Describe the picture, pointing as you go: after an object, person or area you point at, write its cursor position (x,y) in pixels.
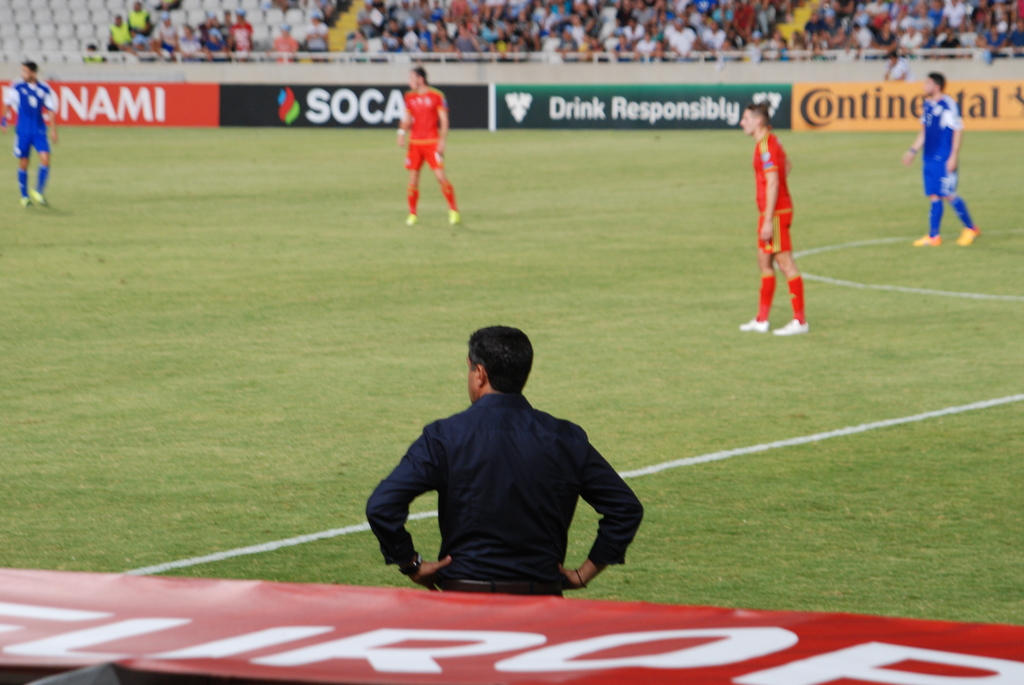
In this image I can see grass ground (288,324) in the centre (359,418) and on it I can see few people (49,91) are standing. I can also see few boards (545,119) in the front (32,590) and in the background (860,128). On these boards (771,660) I can see something is written. On the top side of this image (198,29) I can see number of people (956,44) and number of chairs (89,24).
